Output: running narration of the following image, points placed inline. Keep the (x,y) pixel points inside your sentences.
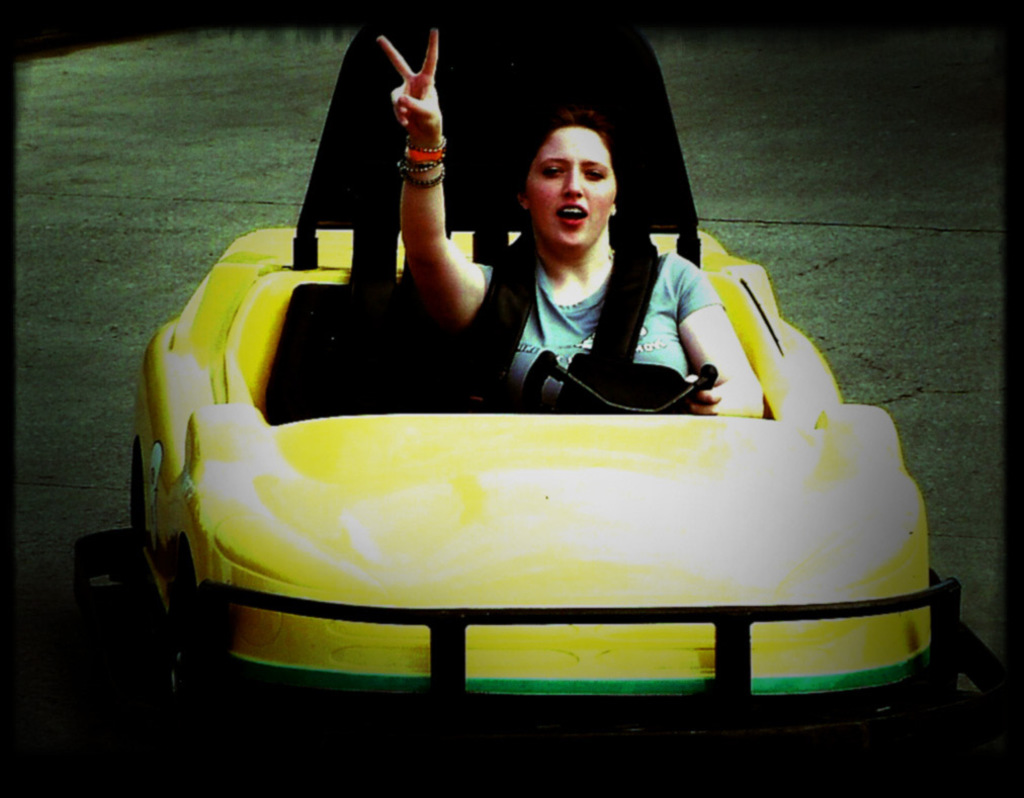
In this image I see a woman (552,178) who is sitting in a car (368,214).
